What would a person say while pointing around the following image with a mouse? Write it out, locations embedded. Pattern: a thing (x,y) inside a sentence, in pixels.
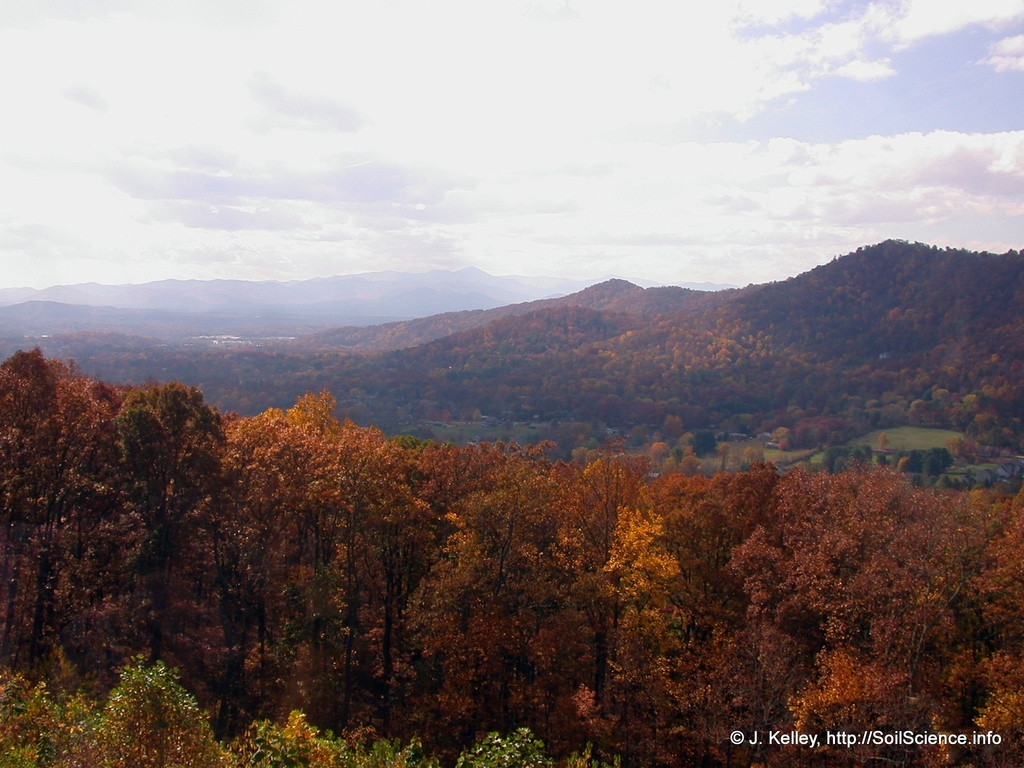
In this image I can see trees (764,495). There are hills (694,321) and in the background (420,74) there is sky (432,196). Also in the bottom right corner of the image (742,735) there is a watermark (781,742).
